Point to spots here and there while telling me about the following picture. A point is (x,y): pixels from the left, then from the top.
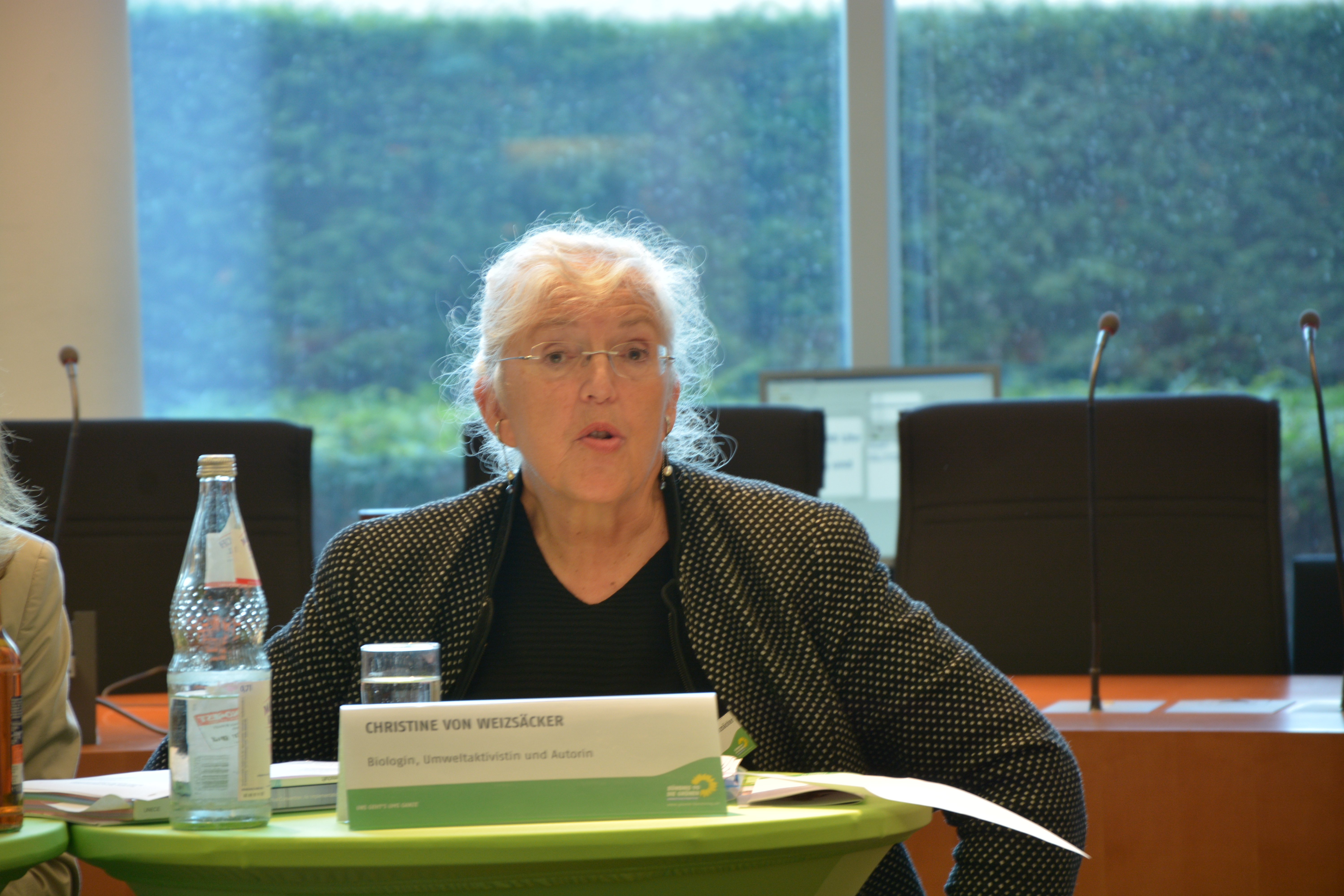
In this image I can see a woman (385,517) is sitting on a chair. Here I can see a bottle (238,622) and a glass (434,698). In the background (1158,477) I can see few more chairs (985,526), mics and a table (1155,762).
